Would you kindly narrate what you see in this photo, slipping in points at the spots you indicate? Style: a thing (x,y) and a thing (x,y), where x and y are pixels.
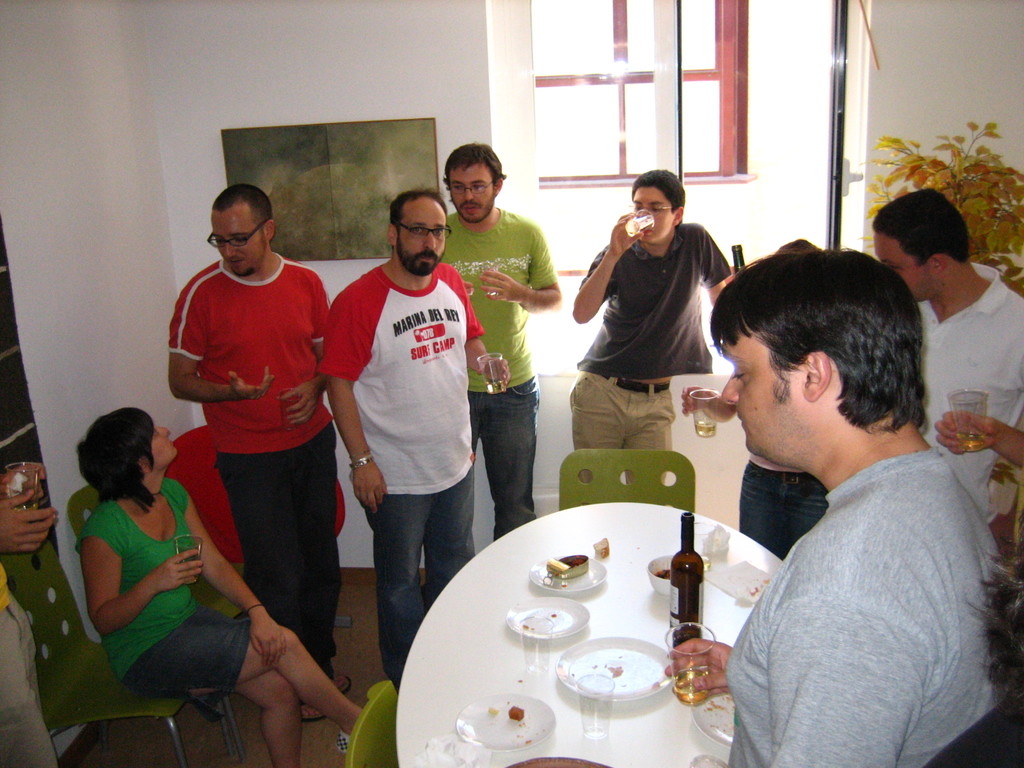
In the picture we can see some men (643,371) are standing with the glasses of drinks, and one woman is sitting on a chair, near to the round table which is white in color, on the table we can see plates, glasses of drink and a bottle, in the background (33,317) we can see a wall (50,313) with poster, window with glasses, and plant (995,254).
